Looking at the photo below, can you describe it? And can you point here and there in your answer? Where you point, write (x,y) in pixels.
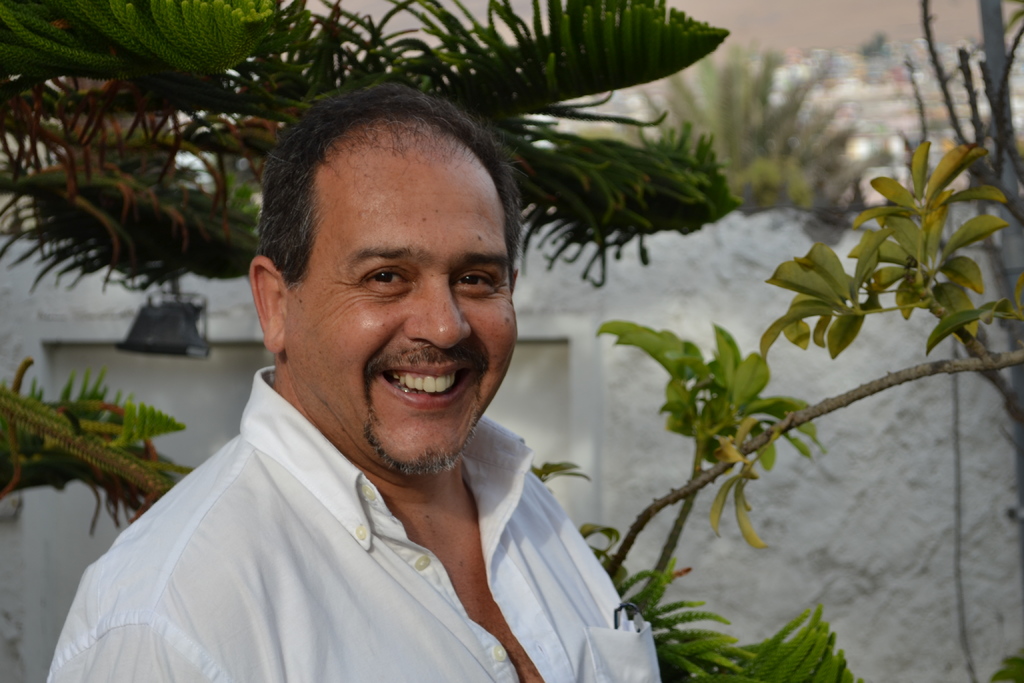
At the bottom of this image (424,559), there is a person (213,490) in a white color shirt (306,606), smiling. In the background (871,374), there are trees (159,143), a white wall (922,608) and there are other objects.
